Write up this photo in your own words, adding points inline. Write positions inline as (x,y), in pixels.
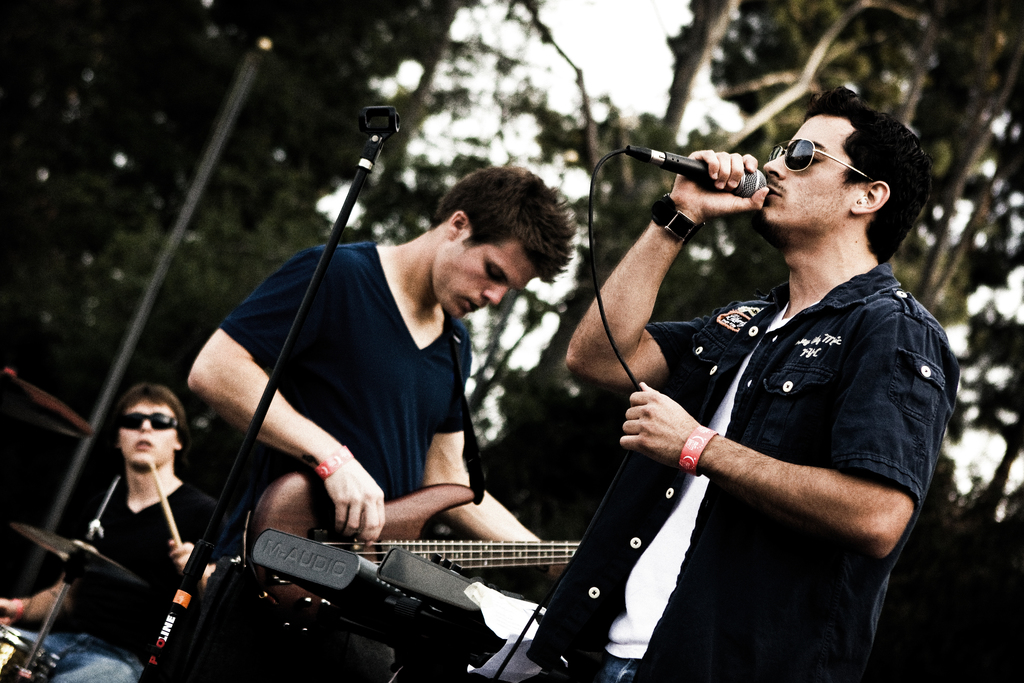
Two persons (710,404) are standing and one person (680,480) is holding a microphone (664,161) is just singing and the other person (367,416) is playing a guitar (400,532) and the third person (130,537) is playing at drumsticks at the back side (182,122) we can see some trees (278,121).
